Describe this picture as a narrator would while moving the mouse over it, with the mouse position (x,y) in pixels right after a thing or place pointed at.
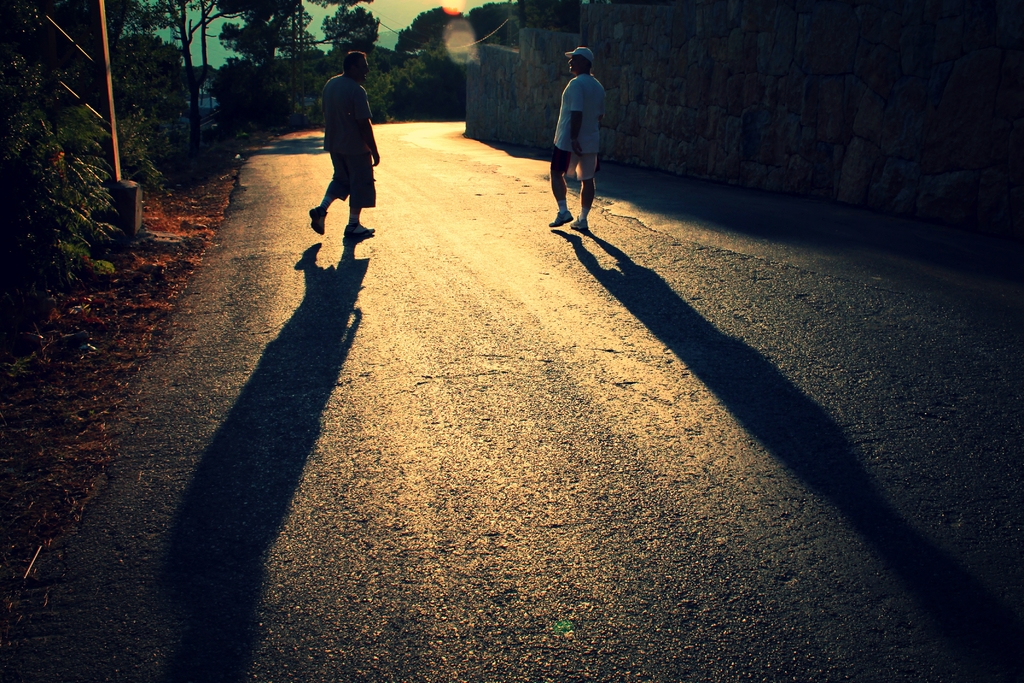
In this picture we can see two people (360,138) are walking on the road (520,294), wall (510,127), trees (436,74), poles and in the background (312,22) we can see the sky (388,13).
